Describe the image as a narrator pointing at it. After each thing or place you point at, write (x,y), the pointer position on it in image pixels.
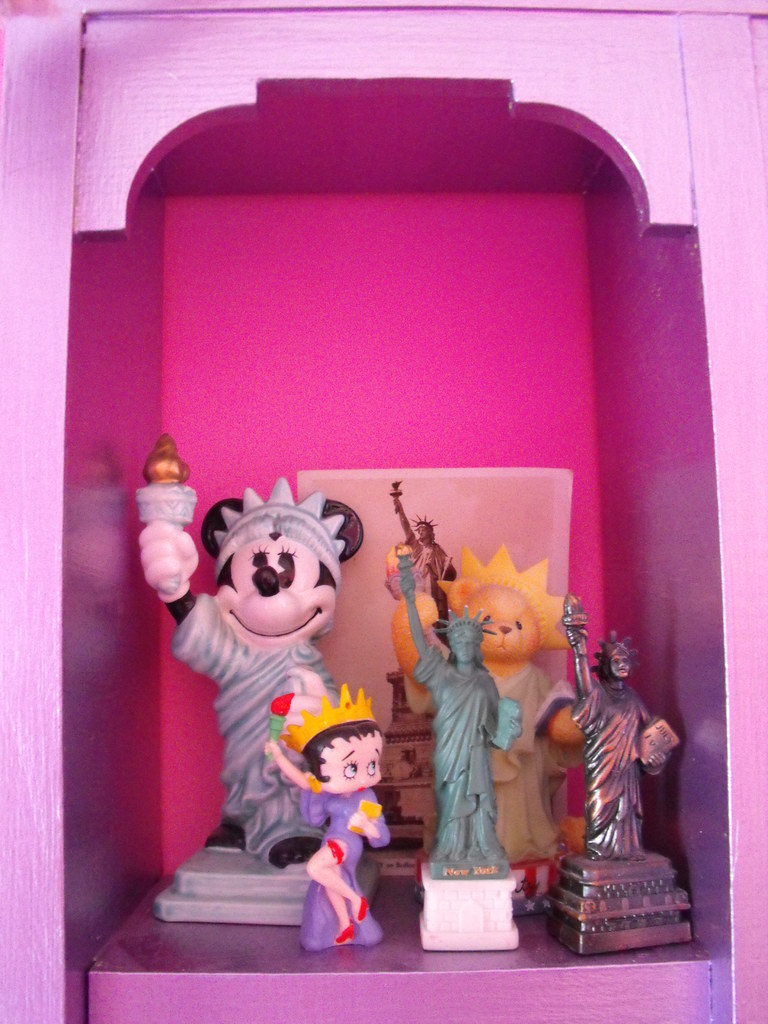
Here in this picture we can see some dolls (428,705) present in a wooden rack (24,562).
